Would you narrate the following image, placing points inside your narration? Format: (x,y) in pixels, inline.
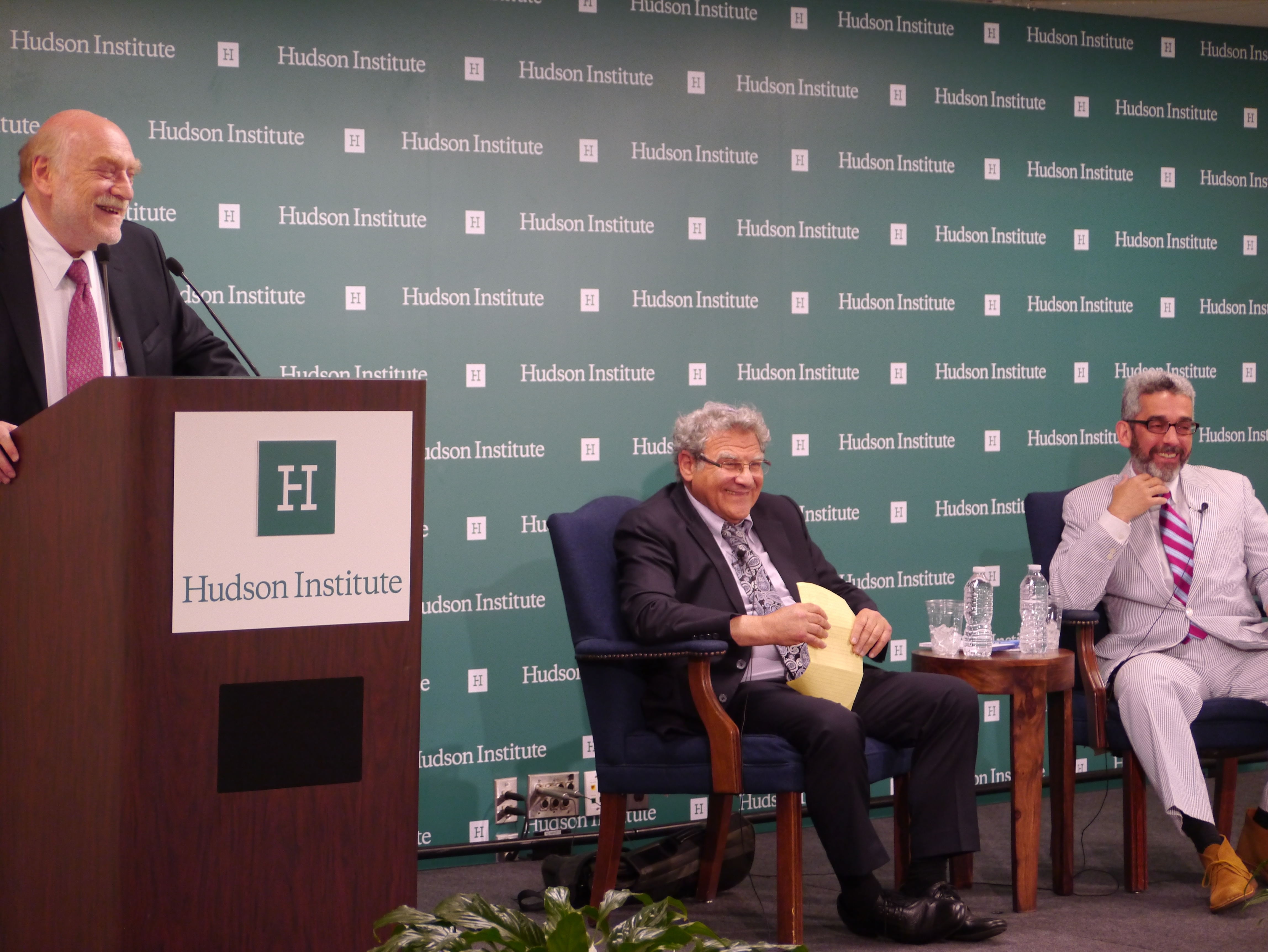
In this image we can see people (711,460), podium (44,494), chairs (787,921), bottles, table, plant (435,916) and in the background (502,184) we can see a banner (540,238) with some text (462,756).
